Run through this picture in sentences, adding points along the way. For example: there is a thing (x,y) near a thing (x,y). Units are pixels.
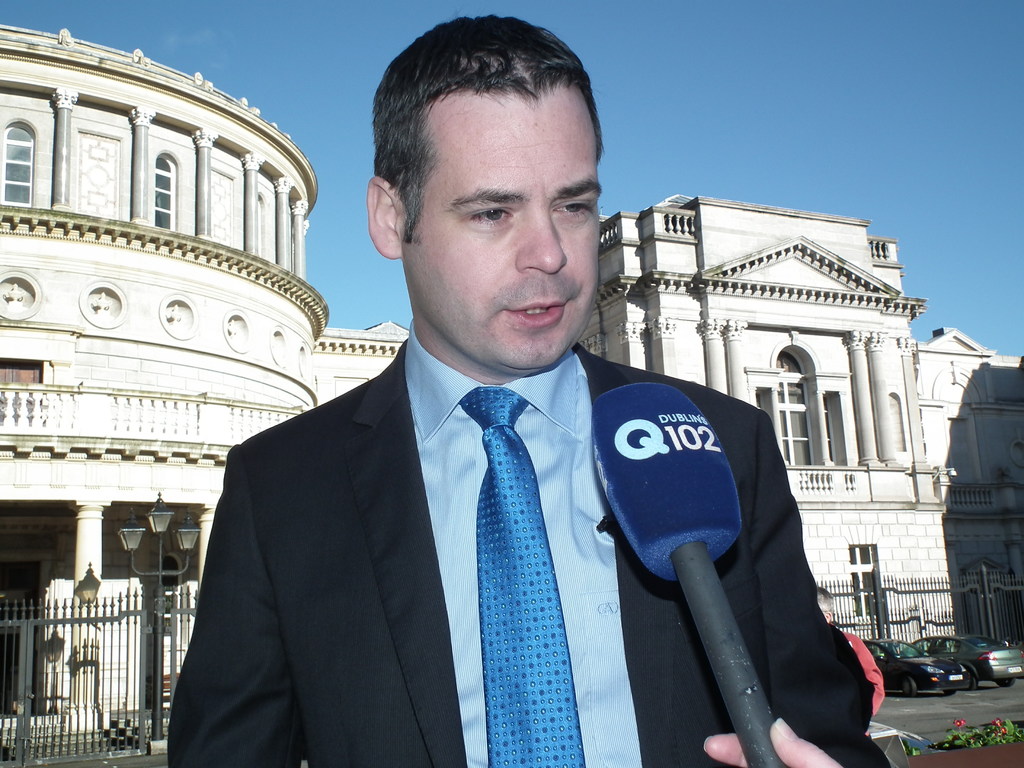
In this picture we can see a man (595,505) in the black blazer (744,533) and another person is holding a microphone (645,509). Behind the people (612,664) there are some vehicles (933,685), a pole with lights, plants (994,726), fence (160,679), buildings (779,416) and a sky (717,98).
